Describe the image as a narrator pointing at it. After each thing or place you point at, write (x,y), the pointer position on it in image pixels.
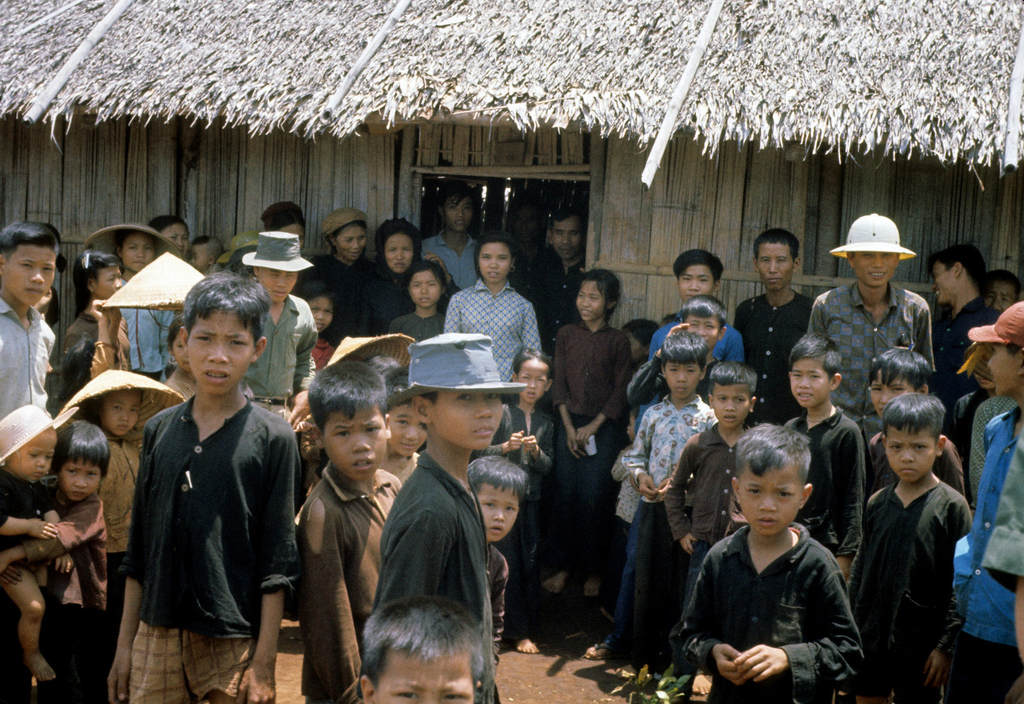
In this picture we can see a group of people (448,484) on the ground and in the background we can see a hut (995,18).
